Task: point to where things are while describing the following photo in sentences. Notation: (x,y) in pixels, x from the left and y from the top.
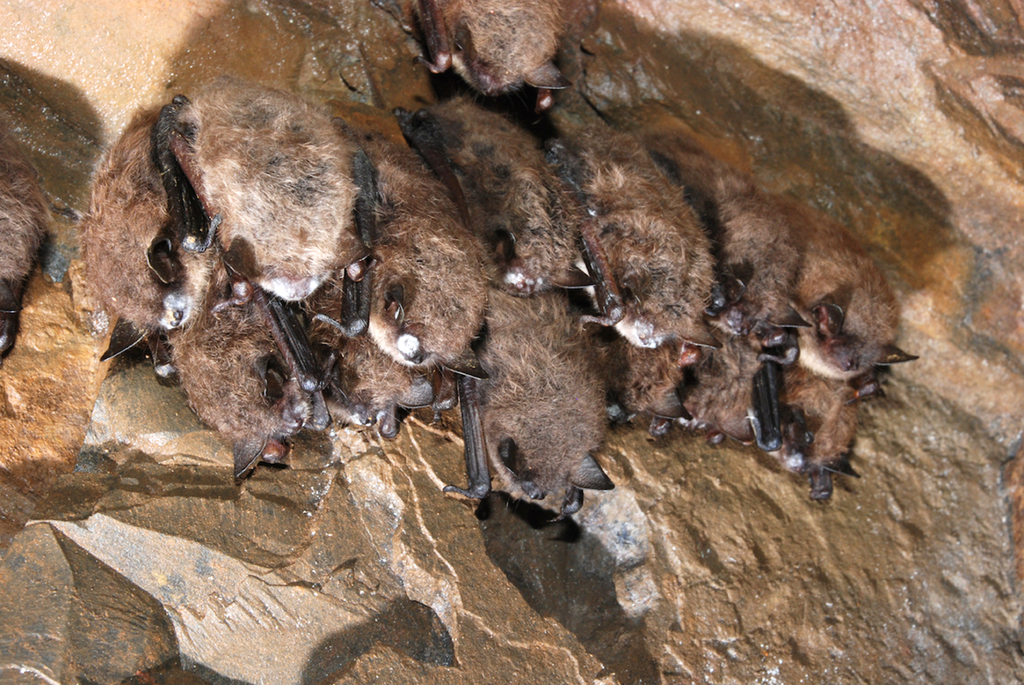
In this image I can see few brown colour bats (607,248).
